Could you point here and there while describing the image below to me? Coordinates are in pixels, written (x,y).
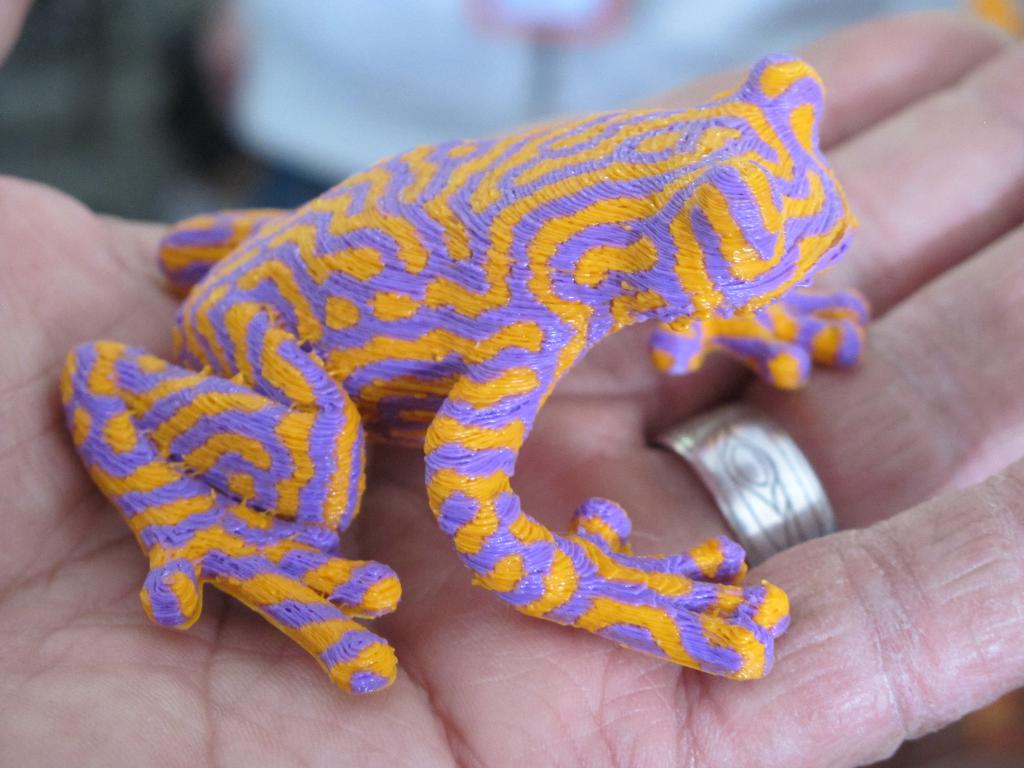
In this image I can see the toy (480,365) on the hand (297,723). The toy (379,267) is in yellow and purple. And there is a ring (730,441) to the finger (815,446). And there is a blurred background (446,68).
